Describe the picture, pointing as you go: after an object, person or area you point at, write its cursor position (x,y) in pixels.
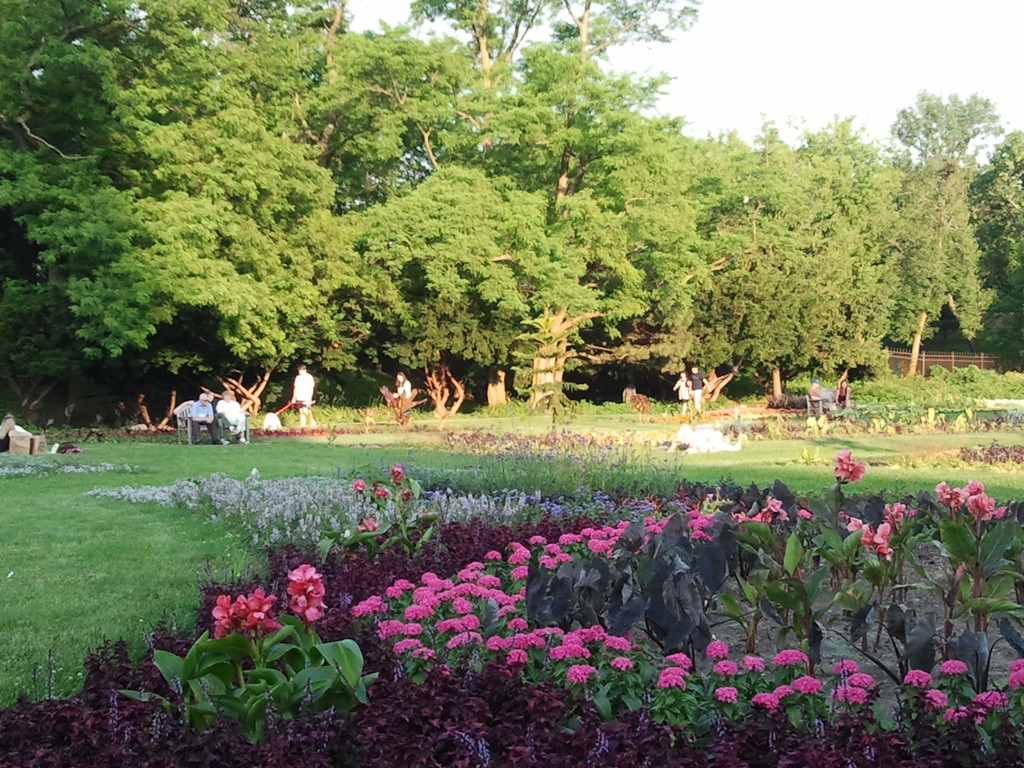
In this image, we can see plants (528,470), flowers (358,526), trees (379,322), some objects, a fence (932,355) and some people (230,432) and some are sitting on the chairs (178,418) and one of them is holding an object (292,410).
